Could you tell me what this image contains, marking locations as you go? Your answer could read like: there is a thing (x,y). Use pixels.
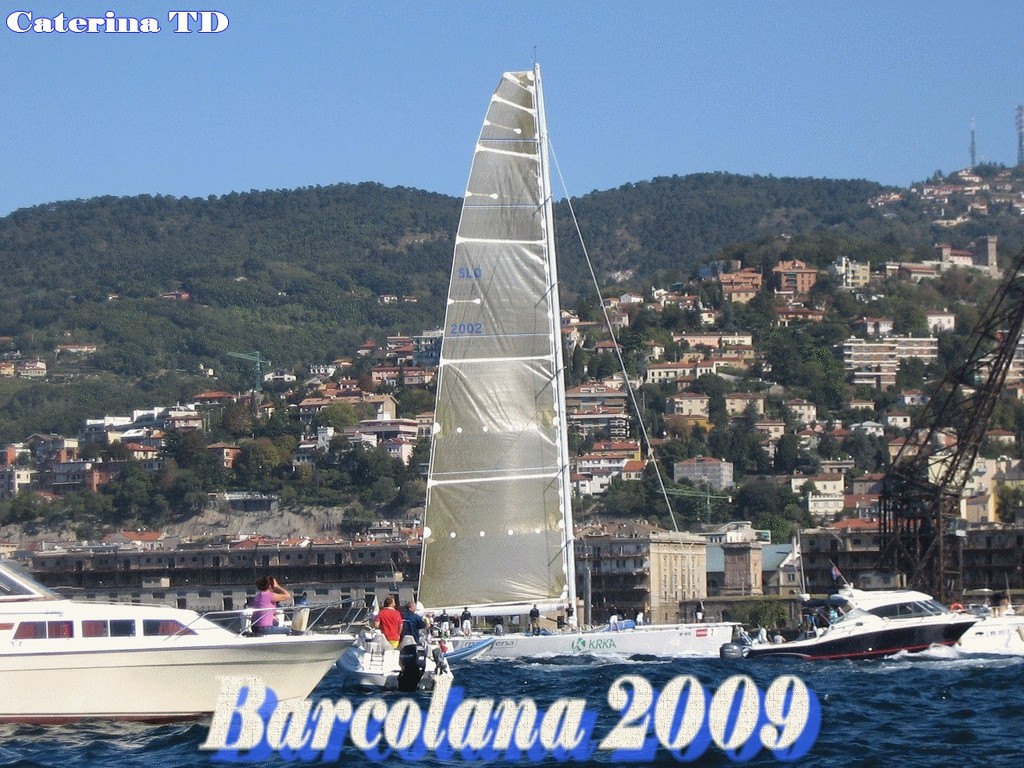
In this image we can see a boat (525,638) on the water (538,661) and there are few people (426,620) in the boat (552,611) and in the background (261,383) there are a few buildings (296,577), trees (820,387), mountains (397,232) and sky (466,101).
